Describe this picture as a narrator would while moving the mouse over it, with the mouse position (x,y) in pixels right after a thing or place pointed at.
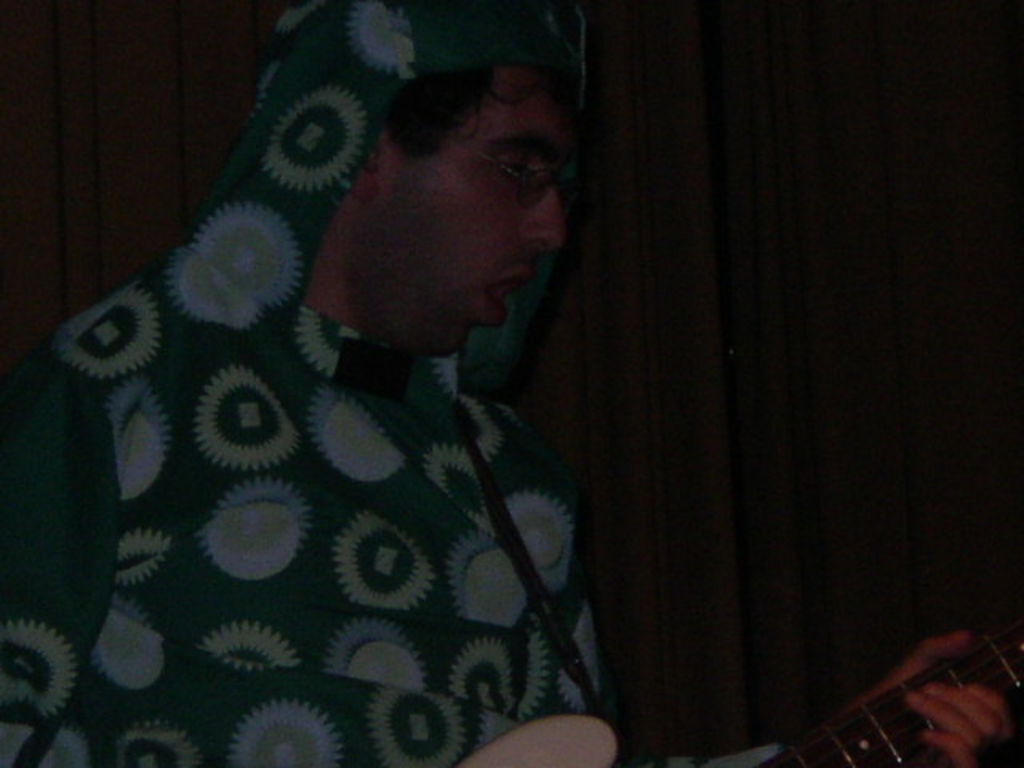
In this picture we can see a man (965,735) who is holding a guitar (865,728) with his hands (957,722) and he has spectacles (540,191).
